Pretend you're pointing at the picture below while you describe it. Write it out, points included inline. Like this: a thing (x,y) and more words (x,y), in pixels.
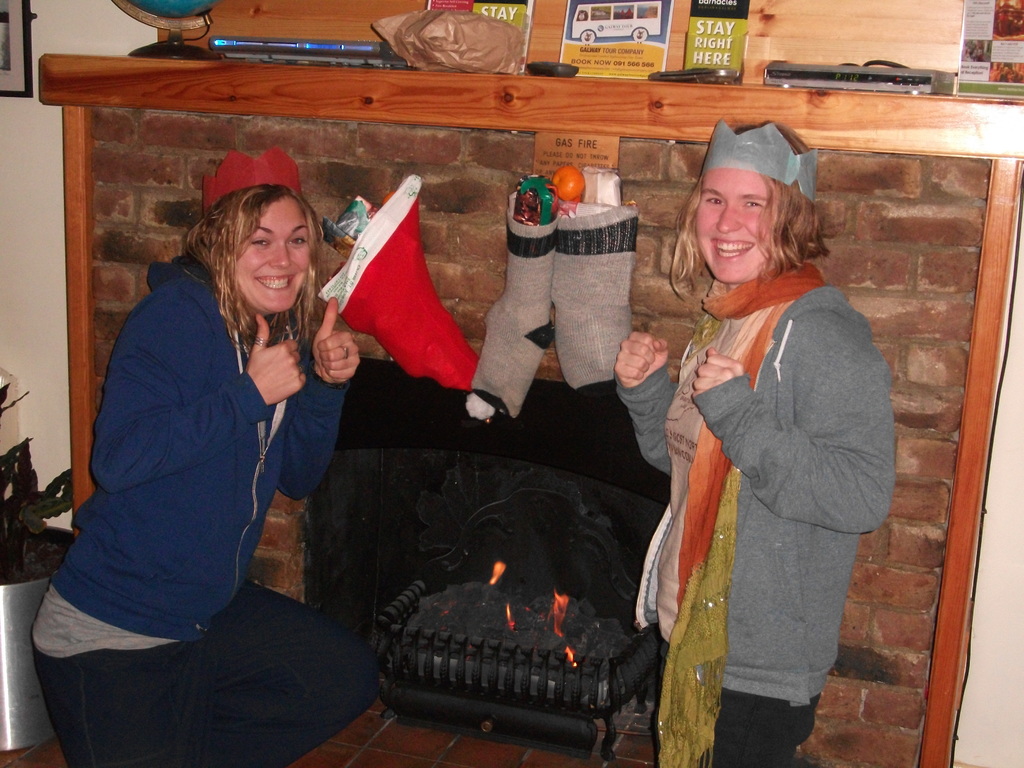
To the left side of the image (228,432) there is a lady (213,461) with blue jacket (223,437) is smiling and on her head (234,193) there is a cap (241,174). To the right side (839,380) there is a lady (809,386) with grey jacket (785,473) and a cap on her head (714,271) is smiling. In between them there is a fireplace (488,528). Above the fireplace (511,490) there are socks (510,272) with gifts (551,196) in it. And above the fireplace (949,518) there are few items (696,33) like globe (171,36), brown packet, DVD player (826,84) and a few other items (691,18) on it. To the left corner of the image (47,160) there is a wall (45,370) with frame (23,48) and to the bottom (1,651) there is a pot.
